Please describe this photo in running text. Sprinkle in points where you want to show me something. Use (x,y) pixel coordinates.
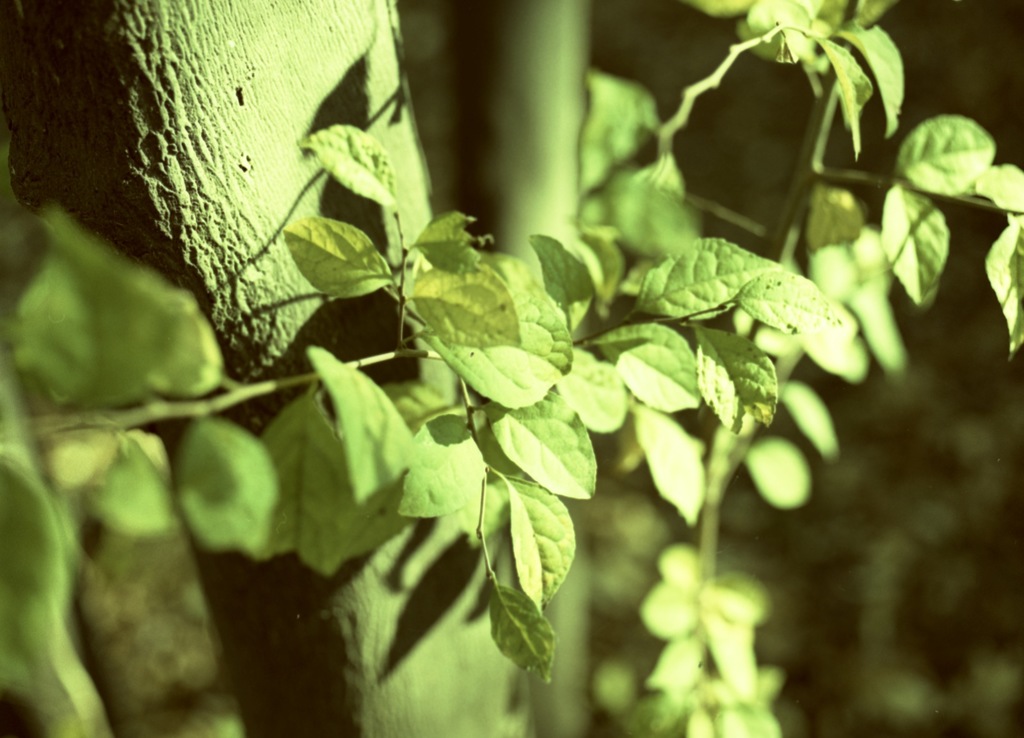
In this image I can see greenery (791,414). In the background of the image (847,468) it is blurry.
